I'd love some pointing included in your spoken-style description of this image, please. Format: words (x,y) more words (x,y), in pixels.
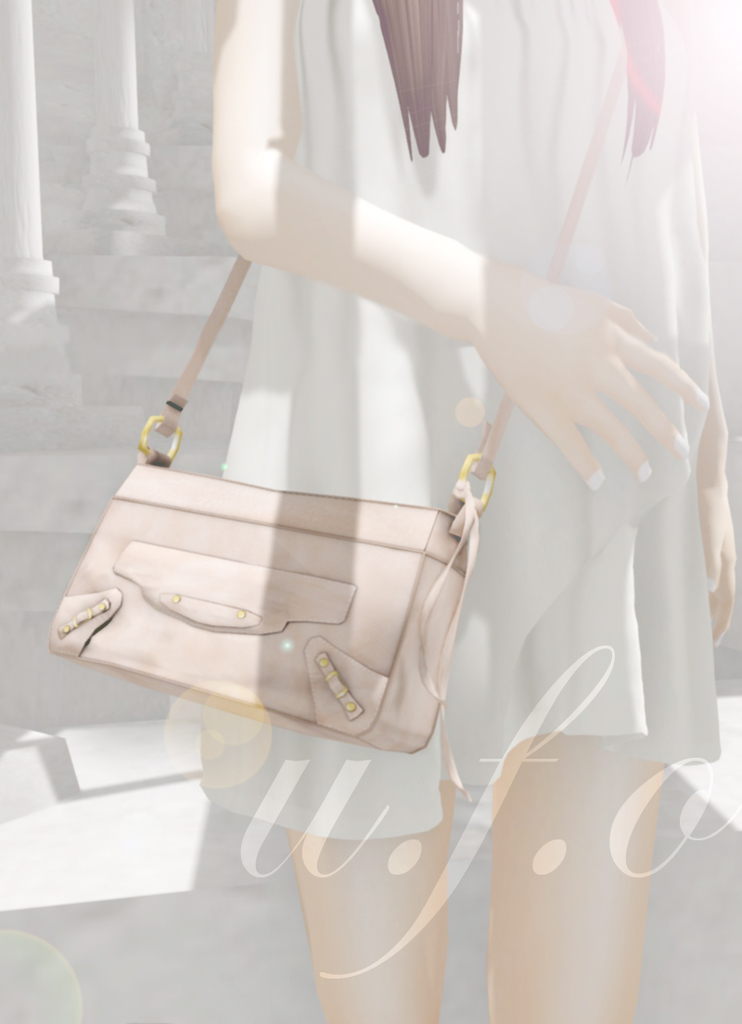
In this animated picture there is a woman (539,34) carrying a bag (386,710). She is standing on the floor (252,880). Left side (3,129) there are few pillars (21,150).
